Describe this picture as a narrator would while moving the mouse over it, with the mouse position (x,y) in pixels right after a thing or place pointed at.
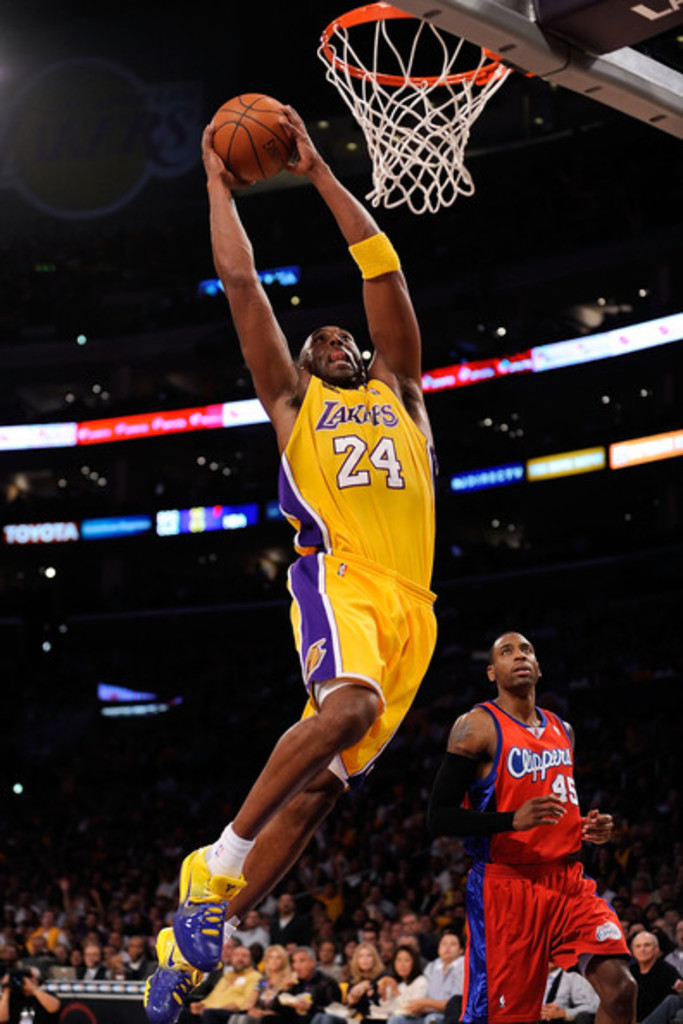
In the foreground of this image (322,542), there is a man (299,570) holding a ball (246,152) is in the air. Behind him, there is another man (549,910). At the top (458,69), there is a basket (447,69). In the background (282,719), there are people (136,874) sitting and few banners (118,520) and the lights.
